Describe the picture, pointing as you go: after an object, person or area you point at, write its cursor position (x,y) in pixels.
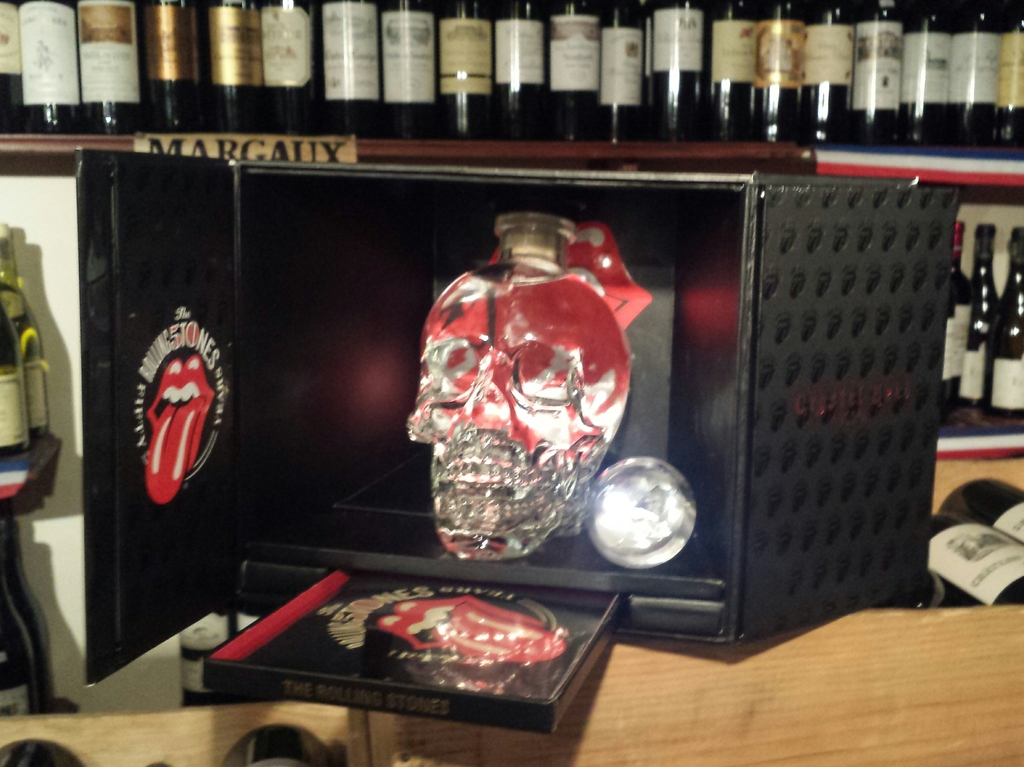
In this picture we can see a sculpture (505,454) in the box (654,429), beside the box (654,448) we can find few bottles (1,57) in the racks (996,471).
